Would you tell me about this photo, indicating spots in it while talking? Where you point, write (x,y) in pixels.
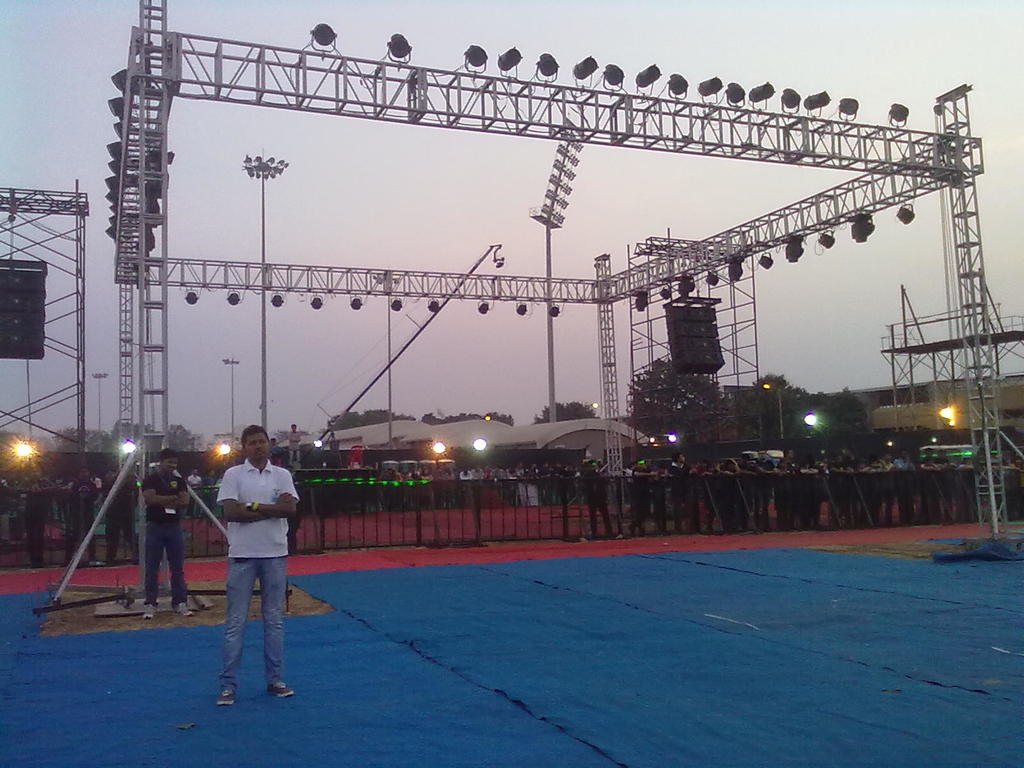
There are groups of people (242,496) standing. These are the barricades (559,510). I can see the lighting trusses (602,306) with the show lights (680,289) attached to it. I can see the trees (656,389) and buildings (519,426). These are the carpets (463,566), which are placed on the ground (120,701). This is the sky (399,15). This looks like a flood light (263,197).
